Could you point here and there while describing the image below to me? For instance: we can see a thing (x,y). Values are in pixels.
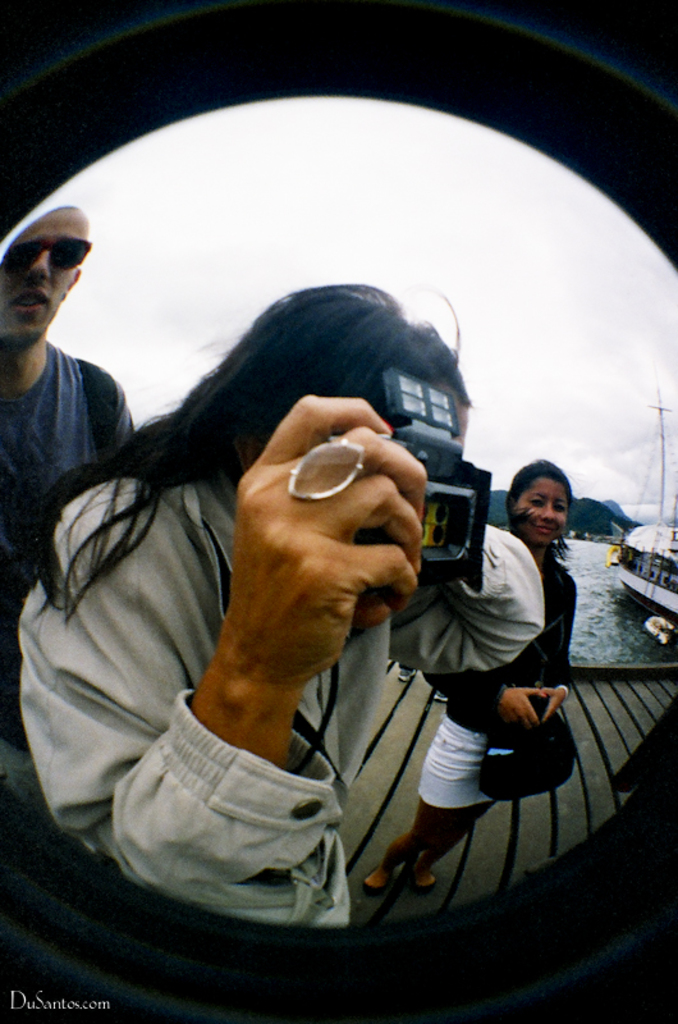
In this edited image, we can see people (316,632) wearing clothes (468,699). There is a boat (661,565) on the right side of the image (649,566) floating on the water (594,596). There is a person (106,553) in the middle of the image (240,513) holding a camera (442,473) with her hand (327,565). At the top of the image (361,128), we can see the sky (470,148).
